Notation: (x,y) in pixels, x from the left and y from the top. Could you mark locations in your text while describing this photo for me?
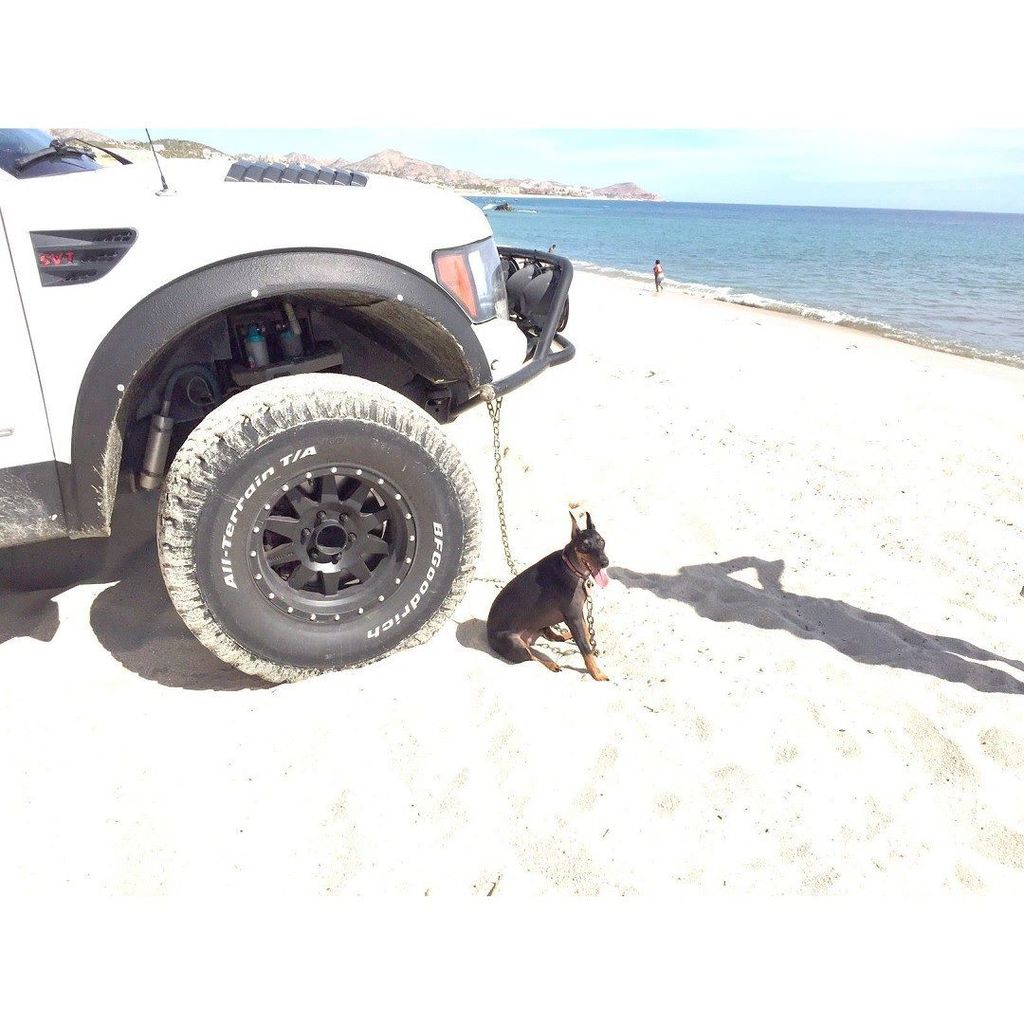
In this image we can see a dog (544,664) sitting on the seashore (513,695) and tied to a motor vehicle (244,280). In the background (468,167) we can see sky (727,183) with clouds (856,171), hills (461,183), person (659,281) standing on the seashore (784,331) and sea (870,246).
